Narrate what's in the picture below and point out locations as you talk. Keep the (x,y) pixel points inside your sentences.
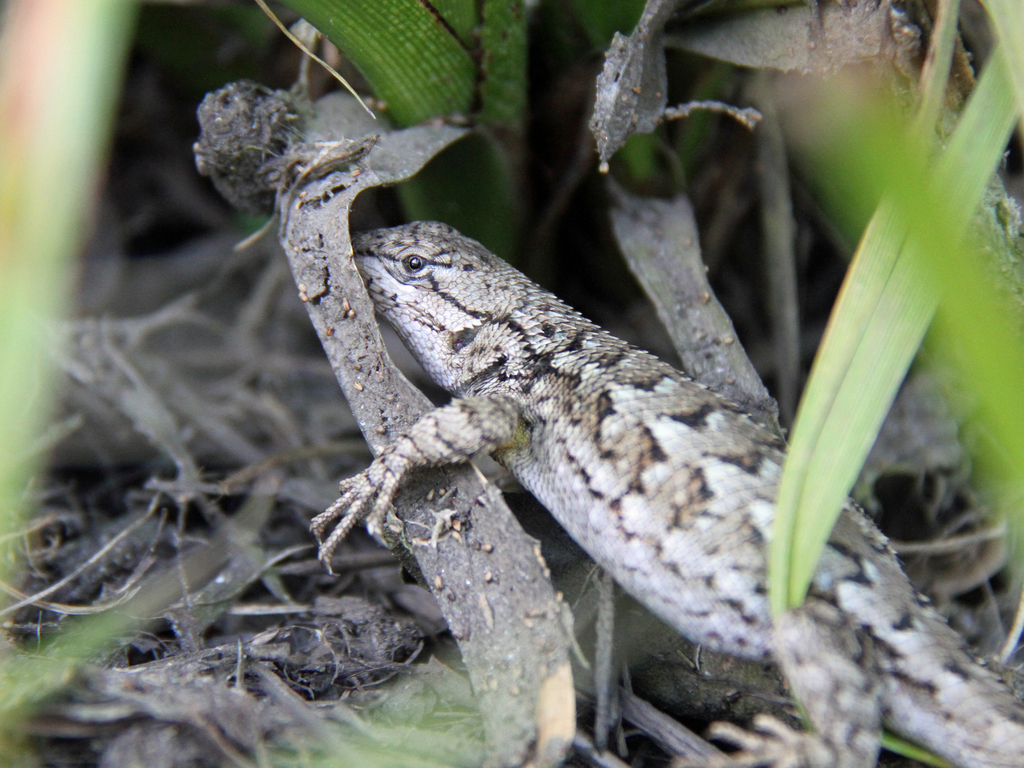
In this image, we can see some leaves (920,248). There is a lizard (517,412) in the middle of the image (479,413).
